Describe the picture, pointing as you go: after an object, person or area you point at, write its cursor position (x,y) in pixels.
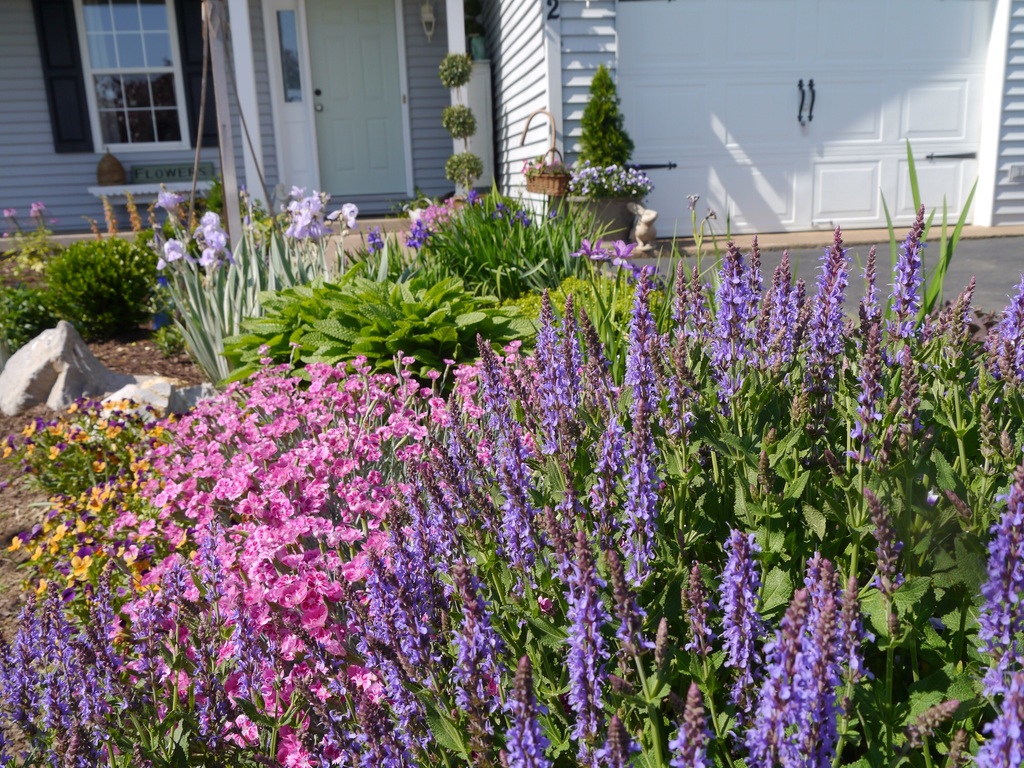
In this image there are flowers (276,547) in the front (512,519) and in the background (126,245) there are plants (23,247) there is a building (368,97) and there are doors (660,110), there is a window (135,114) and there is a light (427,36) on the wall (425,40).
